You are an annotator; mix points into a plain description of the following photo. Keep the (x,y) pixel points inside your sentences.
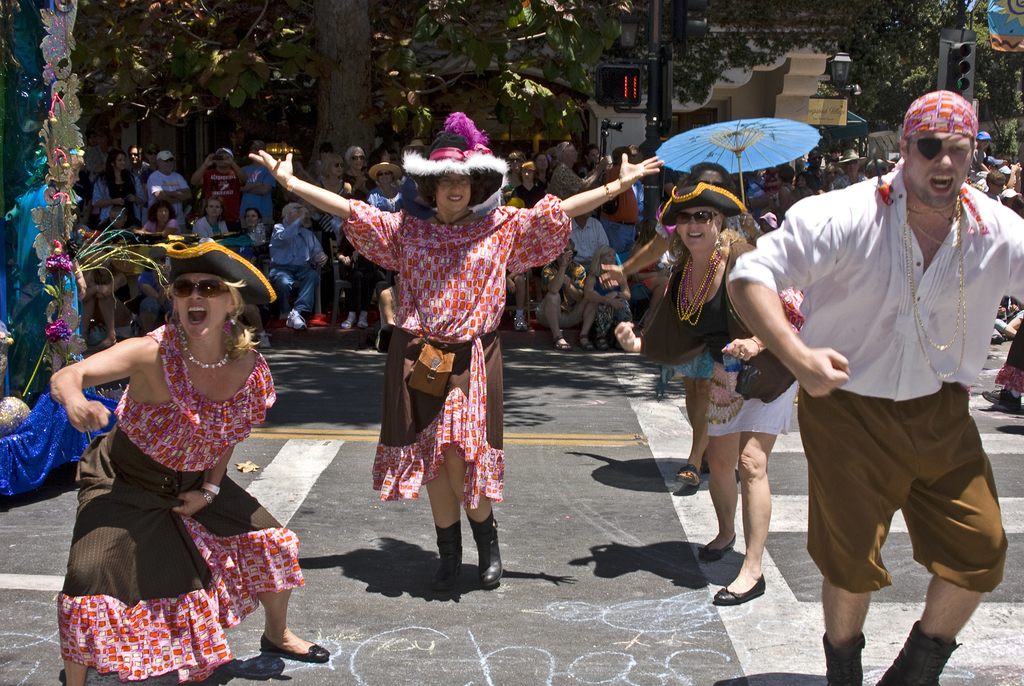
In this image in the foreground (474,419) there are a group of people (192,484) who are wearing some costumes (415,423), and it seems that they are dancing and they are wearing hats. And in the background (119,206) there are a group of people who are sitting, and some of them are standing and watching them and also there are buildings (694,115), trees (910,54), lights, traffic signals (955,62) and some other objects (62,209). At the bottom (412,525) there is a road (598,573).
